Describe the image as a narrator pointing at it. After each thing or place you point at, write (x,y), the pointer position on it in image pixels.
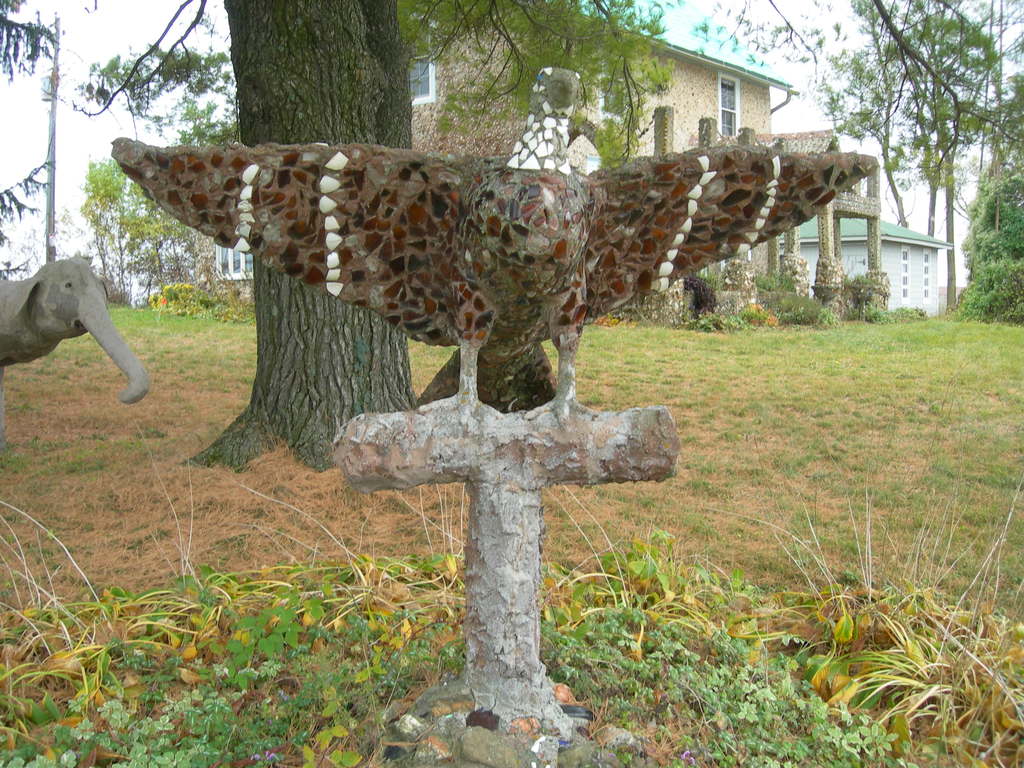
In this image, I can see a sculpture (478,199) of a bird (530,247) standing. These are the trees (904,51). I can see the buildings (736,122) with the windows (720,106). I can see the bushes (981,263) and the grass (957,368). On the left side of the image (36,352), that looks like another sculpture (79,311) of an animal (77,271).
